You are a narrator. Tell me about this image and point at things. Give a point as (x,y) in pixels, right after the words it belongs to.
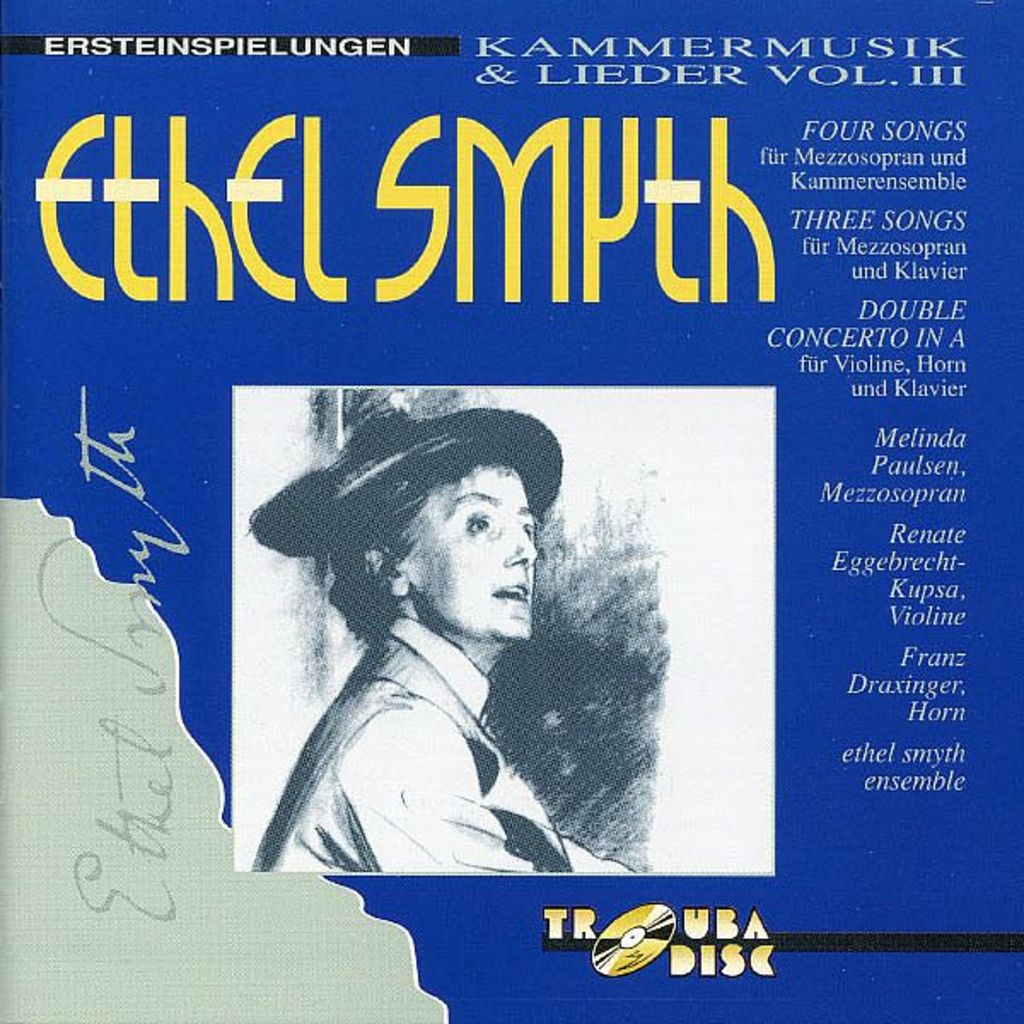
In this image we can see a CD cover (362,270). In the center (398,421) there is a picture (704,621) of a woman (439,591) and there is text (852,214).
